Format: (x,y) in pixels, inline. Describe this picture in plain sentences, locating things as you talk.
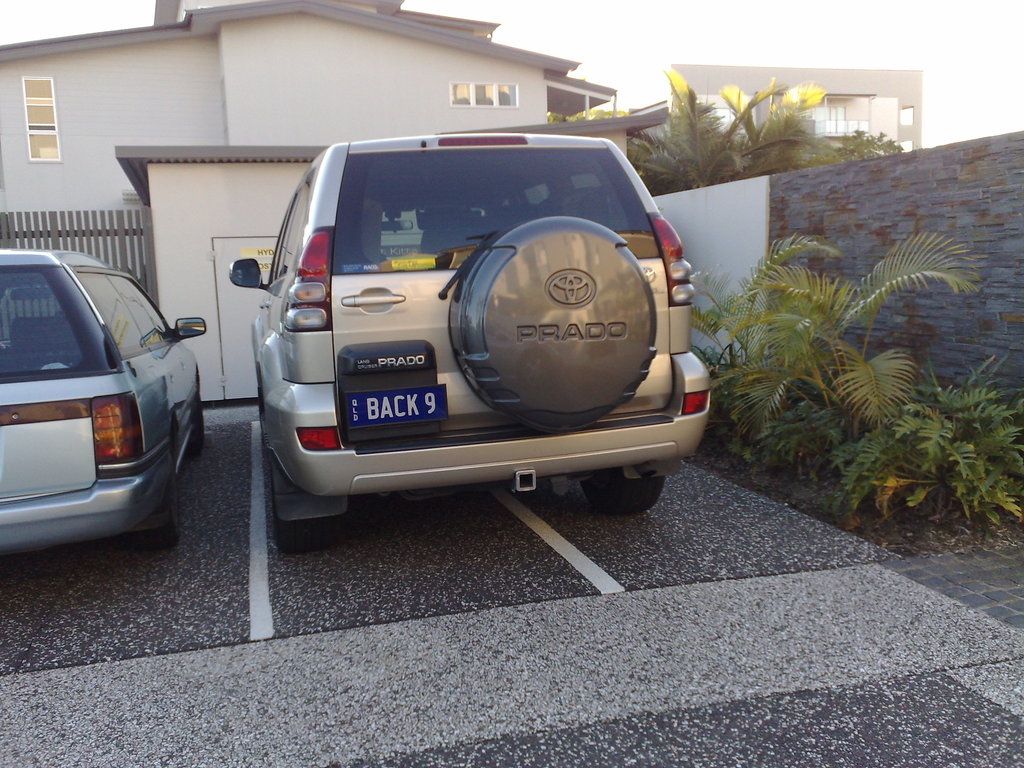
In this image we can see two cars (537,459) parked in the parking lot (610,700). In the background (800,150) we can see group of buildings (525,102), trees (703,174) and plants (965,445) and the sky (882,21).
